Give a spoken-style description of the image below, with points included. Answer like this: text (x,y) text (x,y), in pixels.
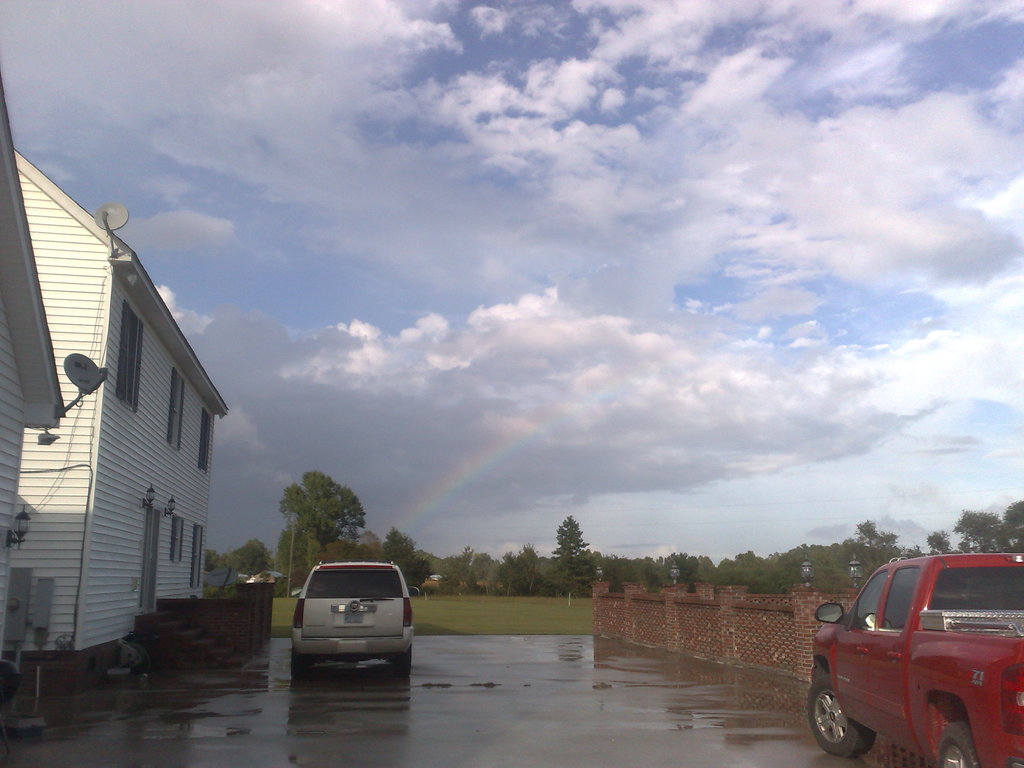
In this picture we can see the road (368,682) and two cars (334,632) are parked. On the left side (131,438) there is a white color house (161,448). On the top (430,255) we can see the sky (481,378) and clouds (419,439).
